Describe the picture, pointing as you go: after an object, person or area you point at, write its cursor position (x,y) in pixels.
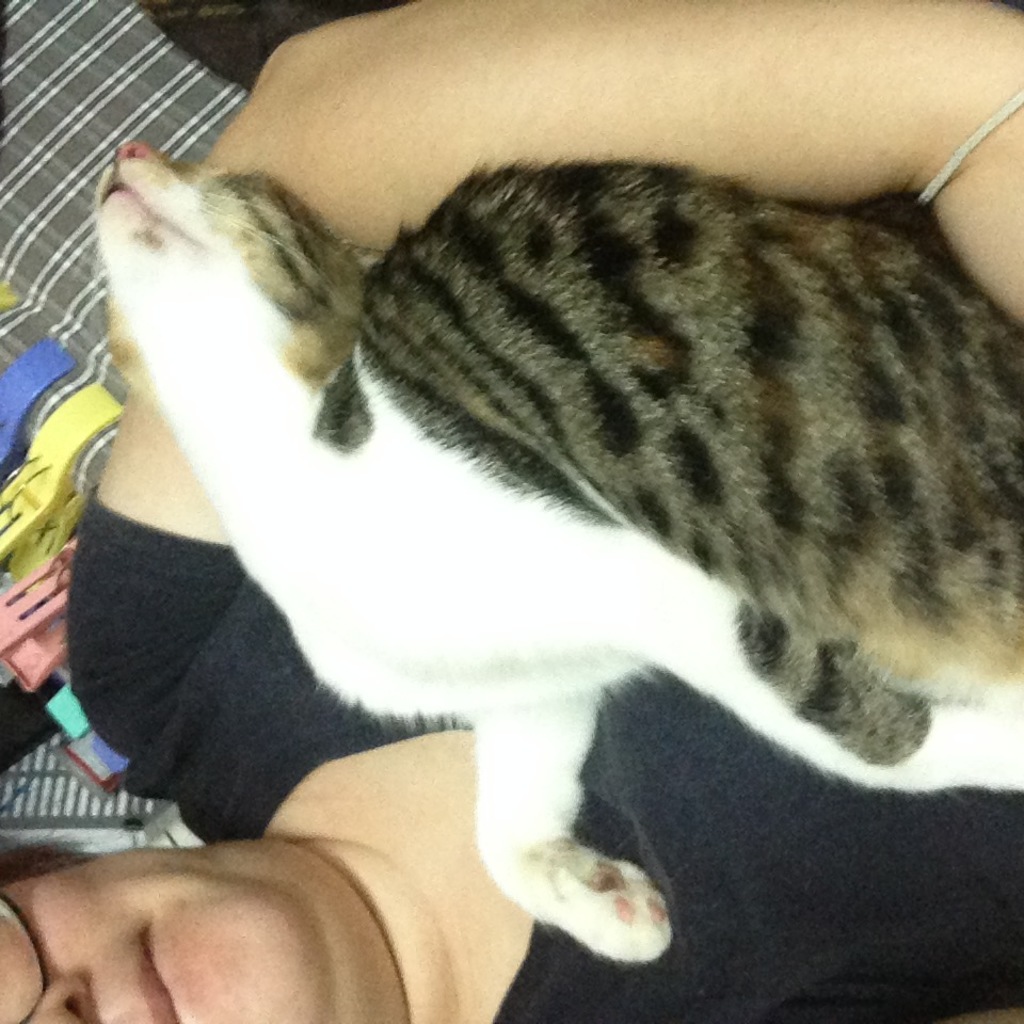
In this image I can see the person (656,729) holding the cat (604,297) and the cat (737,316) is in brown and black color and the person (211,689) is wearing black color shirt (173,709). In the background (79,443) I can see few clips (56,369) in multicolor.
